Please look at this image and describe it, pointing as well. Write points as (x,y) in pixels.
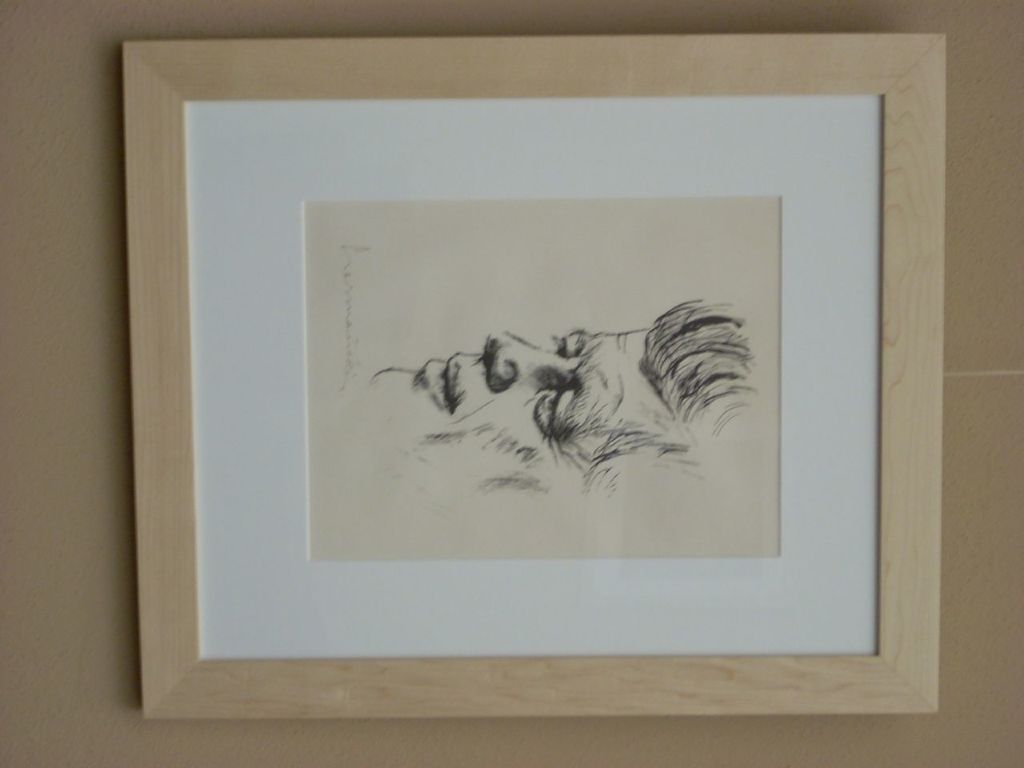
In this image there is a frame (584,539) on the wall (1008,210) and there is the painting (723,439) in the frame (719,420).
